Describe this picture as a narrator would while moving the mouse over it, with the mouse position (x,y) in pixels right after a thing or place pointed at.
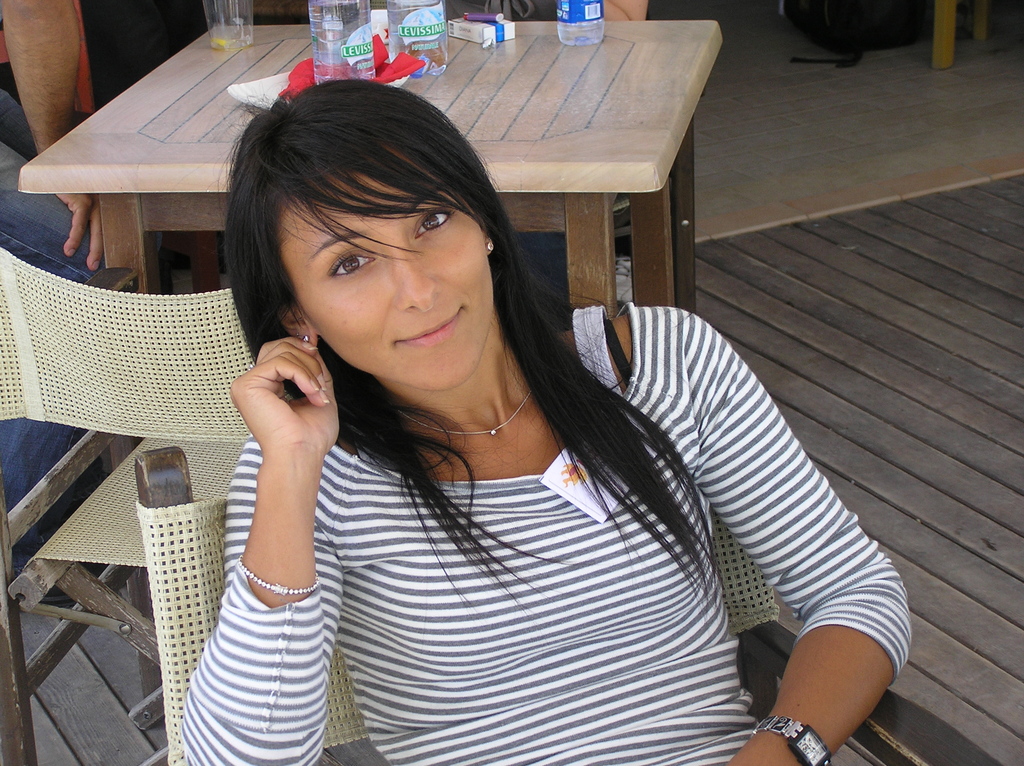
This is the women (486,658) wearing T-shirt (561,605) and sitting on the chair (198,526). She wore wrist watch (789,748) to the left hand (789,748). This is the table (156,130) with bottles (360,52) and some objects (385,62) on it. This is the empty chair (125,336). At the top left corner of the image (71,101) I can see person hand (35,131) and leg (14,229). This looks like a wooden floor (935,308).
